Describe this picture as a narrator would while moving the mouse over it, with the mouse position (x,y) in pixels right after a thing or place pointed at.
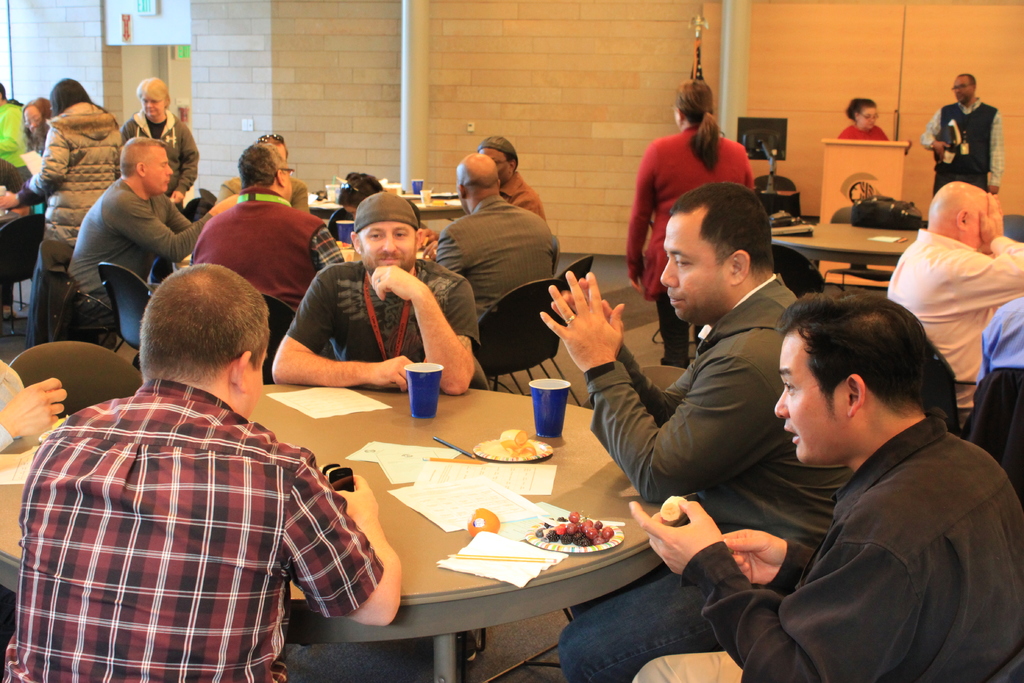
In the image few persons (485,231) are sitting and standing near to the tables (459,430). Top of the image (616,125) there is a wall (202,91). On the tables (401,424) there are some papers (458,477), glasses (549,420), plates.
